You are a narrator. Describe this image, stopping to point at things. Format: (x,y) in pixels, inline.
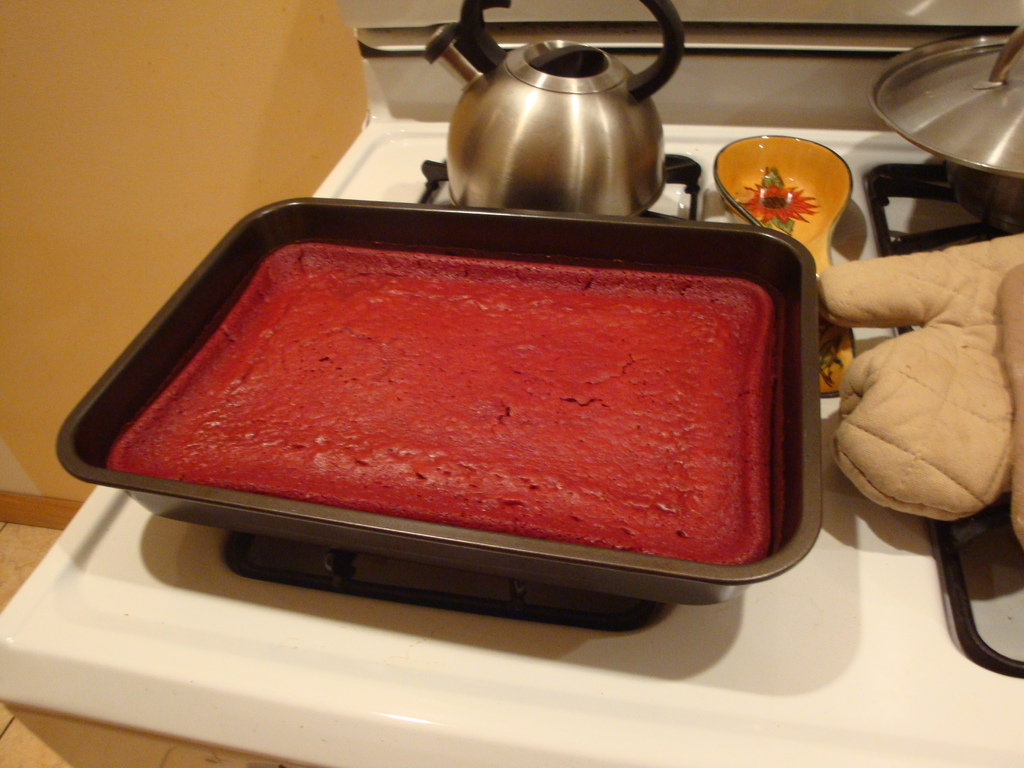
In the image there is a baked cake (345,343) in a tray (367,543) on a stove (865,606) with tea kettle (637,193) and some vessels (850,182) behind it on the stove (964,742) with a glove (954,400) and in the back (81,142) there is wall (96,144).
